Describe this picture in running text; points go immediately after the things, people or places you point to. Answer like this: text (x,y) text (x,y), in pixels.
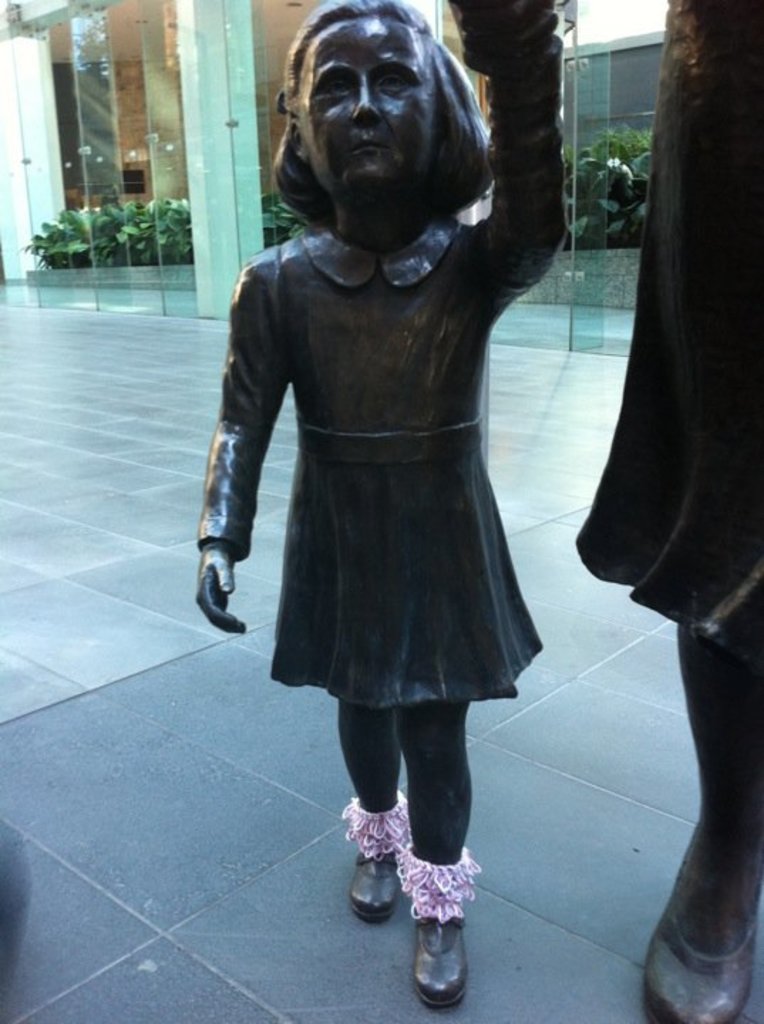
We can see sculptures (381,684) on the surface (189,753). In the background (139,108) we can see glass (135,112) and plants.
